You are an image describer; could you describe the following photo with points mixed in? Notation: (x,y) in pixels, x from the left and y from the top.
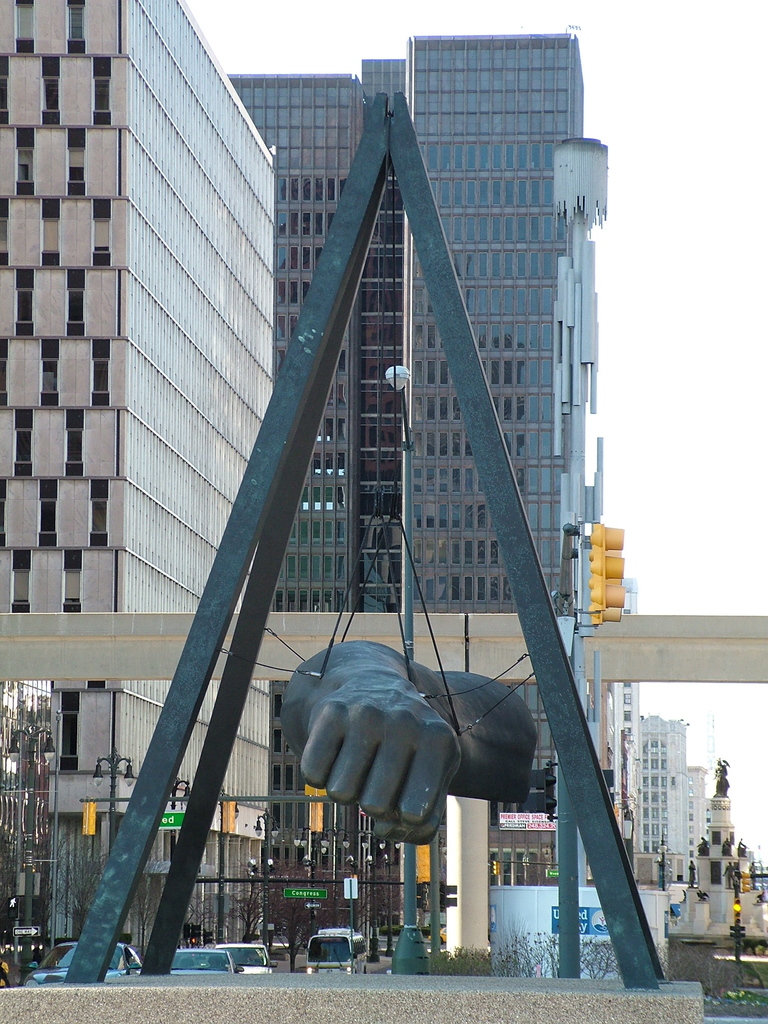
In this image we can see poles (300,450). There is a statue (392,698) of a hand (413,752) is hanged with ropes (392,575) on the poles (267,472). In the background (224,364) there are buildings (522,383). Also there are vehicles (251,947), light poles (272,825) and plants (526,937). And there is sky (598,409). And we can see a traffic signals (612,575).
